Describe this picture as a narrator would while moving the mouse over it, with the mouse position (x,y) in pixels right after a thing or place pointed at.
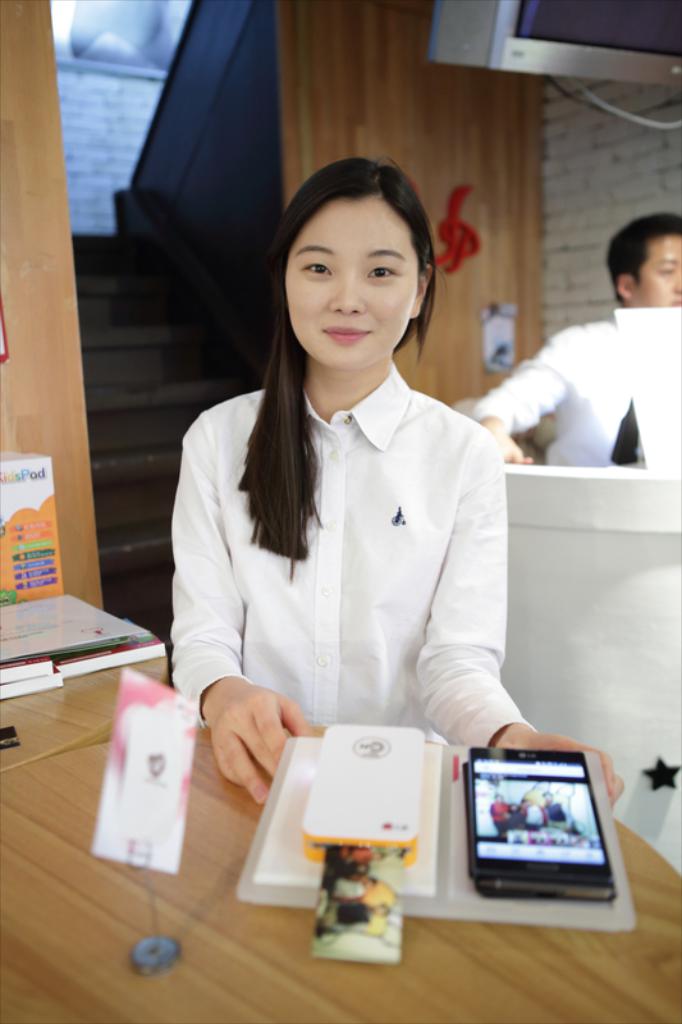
This image consists of a girl (365,622) wearing a white dress (330,687). In front of her, there is a mobile (592,851) kept on the desk (249,844). In the background (627,305), there is a man (602,416). The table (23,898) is made up of wood (108,895). At the top (571,41), there is a screen (571,41). On the left (213,320), we can see the steps (152,290).
